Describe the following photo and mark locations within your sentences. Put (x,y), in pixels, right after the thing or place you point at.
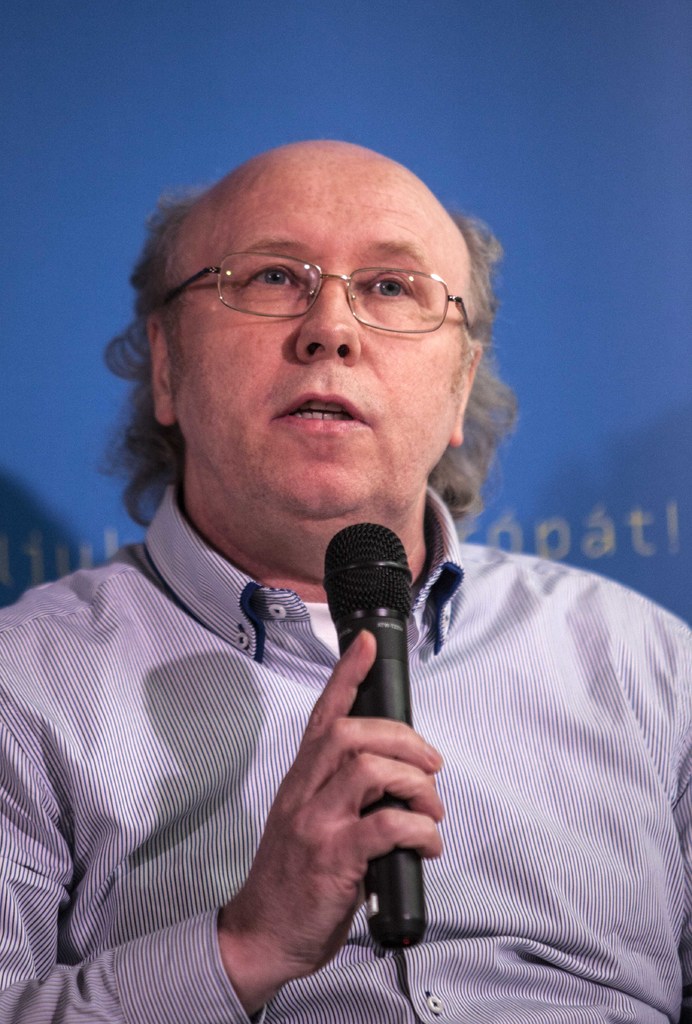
There is a man (446,577) who is talking on the mike (401,882) and he has spectacles (378,312). In the background (543,302) there is a banner (532,230).
